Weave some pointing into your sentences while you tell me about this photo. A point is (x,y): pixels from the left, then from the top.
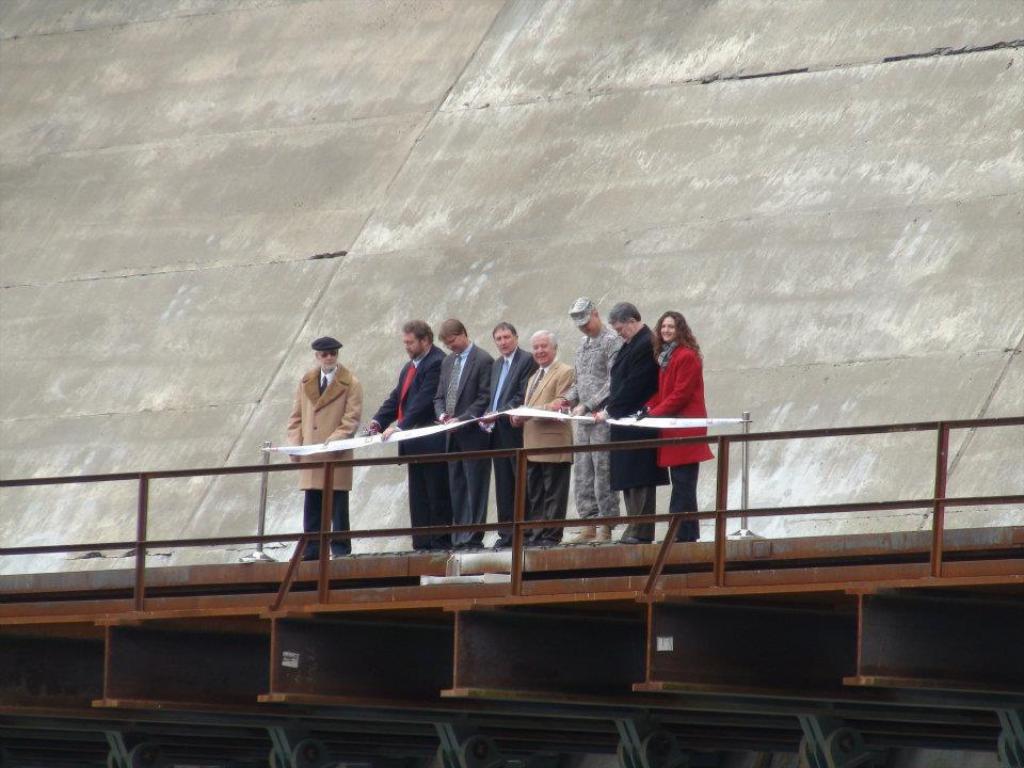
In this image I can see number of persons (453,410) are standing on the bridge (478,579) and the metal railing (659,566). I can see the grey and white colored background (315,98).
